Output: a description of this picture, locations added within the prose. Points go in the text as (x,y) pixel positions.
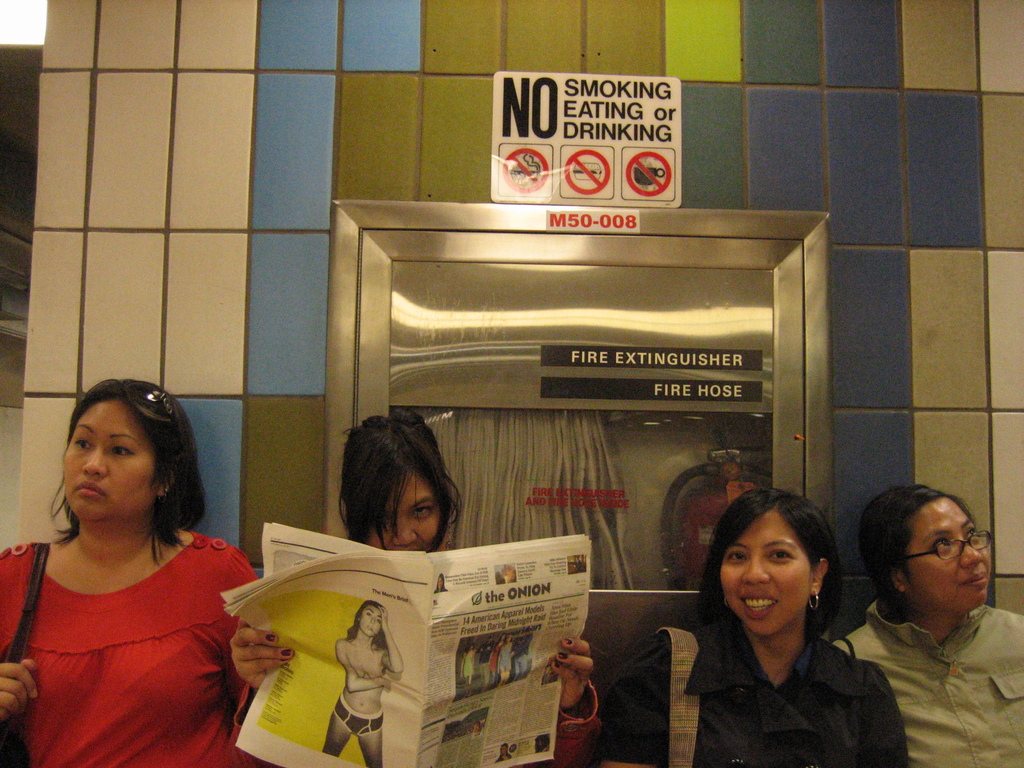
In this image there are four persons (757,706), a person (439,534) holding the newspaper (385,555), and there is a signboard (659,94) and a fire extinguisher (376,217) attached to the wall (316,174).
